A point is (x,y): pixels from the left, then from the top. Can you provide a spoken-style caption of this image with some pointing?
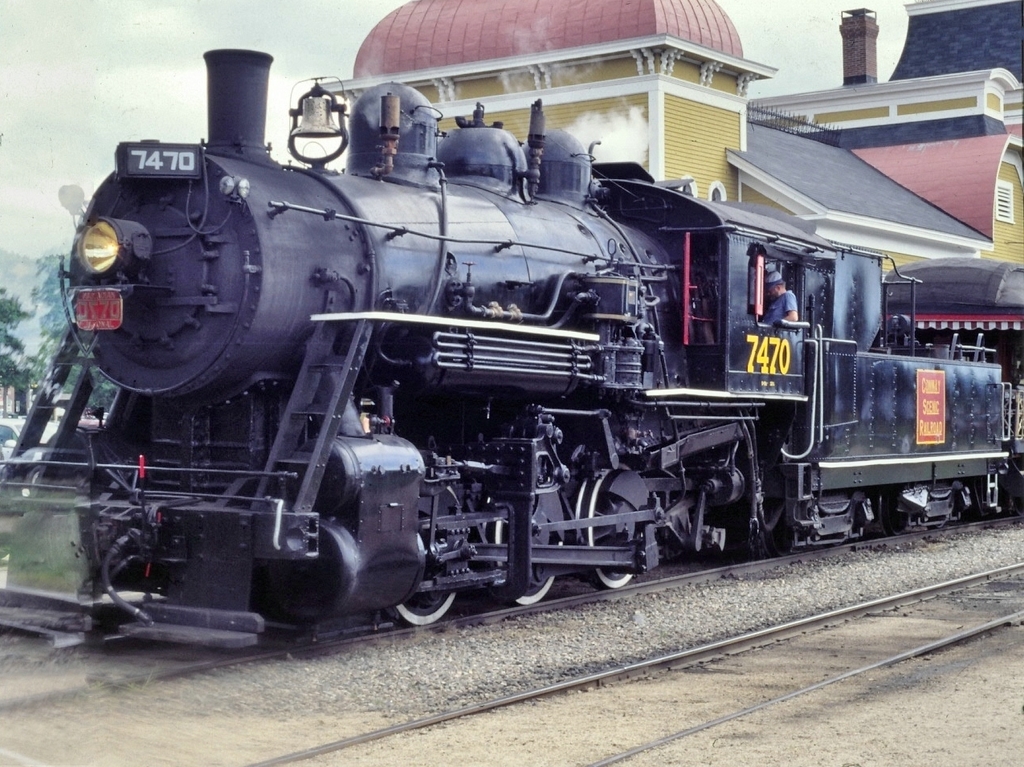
In this picture I can see steam engine (610,389) on railway tracks (532,610). I can see a person (782,306) in the steam engine (788,340).
